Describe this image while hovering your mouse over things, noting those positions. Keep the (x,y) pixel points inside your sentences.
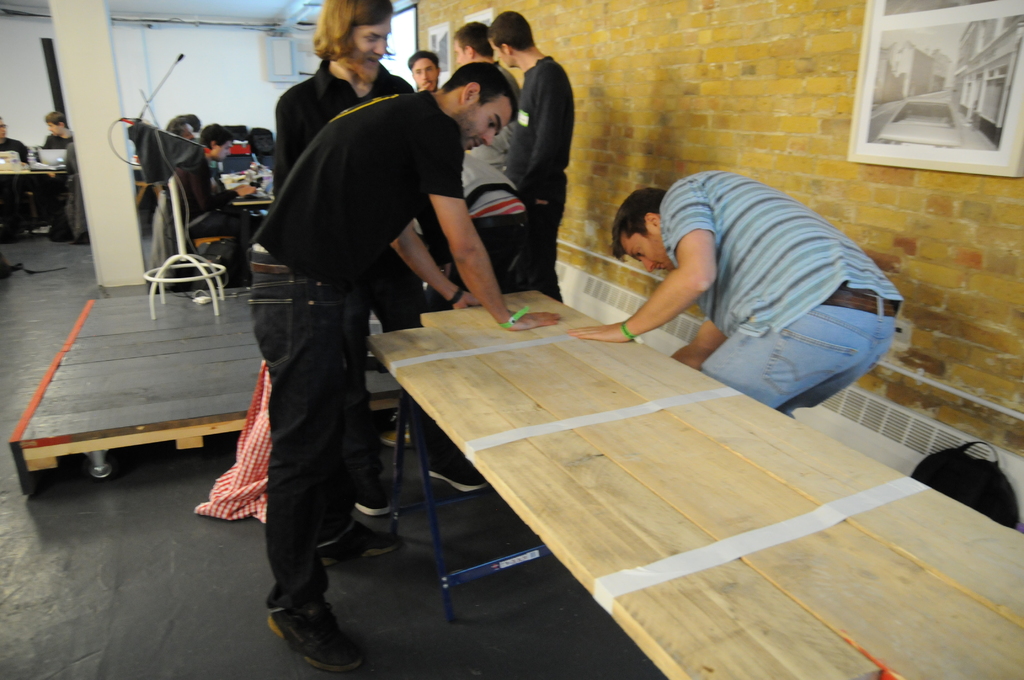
These persons (358,109) are standing. In-front of this person (339,232) there is a table (597,453). On floor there is a bag (968,461). A picture (970,75) on wall (740,69). Far these persons (19,148) are sitting on chairs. On table (38,169) there is a laptop (52,151) and bottles (30,156). This is a stage (151,365). Most of the persons (338,100) wore black t-shirt (351,111).
